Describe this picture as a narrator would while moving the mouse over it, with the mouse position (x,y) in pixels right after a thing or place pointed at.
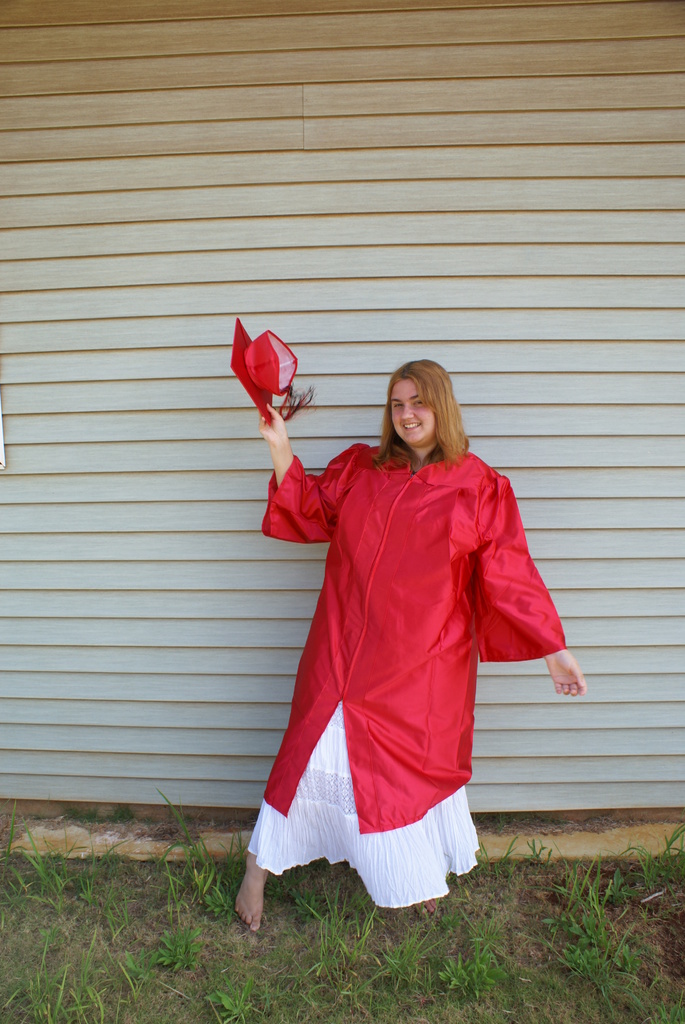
In this image, we can see a person (298,825) holding an object (284,354). We can also see the ground (167,928) covered with grass (366,919). In the background (184,351), we can also see the wall (234,242).
